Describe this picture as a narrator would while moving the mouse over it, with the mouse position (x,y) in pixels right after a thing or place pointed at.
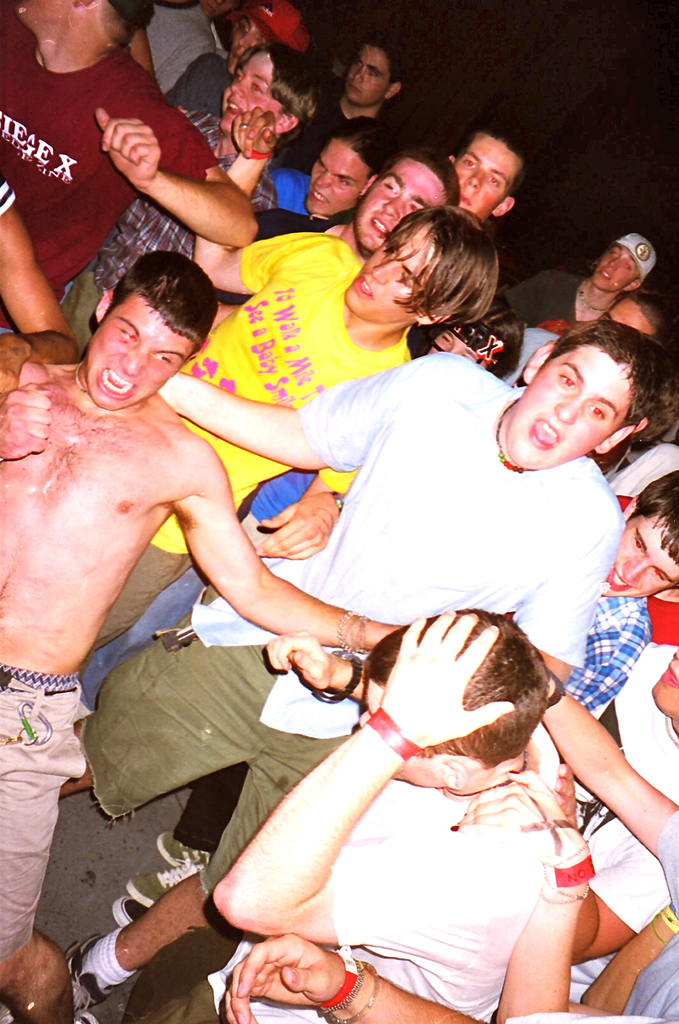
In this picture we can see so many people (290,716) are standing and dancing on the floor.
